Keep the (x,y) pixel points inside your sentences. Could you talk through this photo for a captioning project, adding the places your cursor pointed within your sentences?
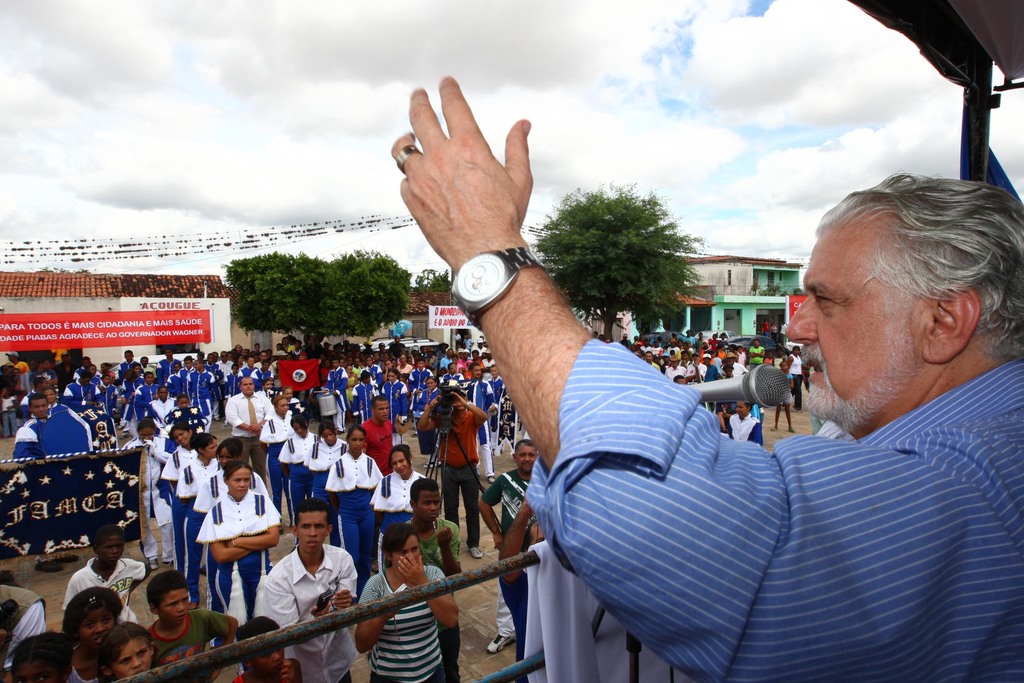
On the right side (839,534) there is a person (800,446) wearing watch (515,265) is speaking. In front of him there is a mic (747,376). Also there are rods (470,577). On that there is a white cloth (538,618). There are many people (280,450) standing. One person (471,433) is holding a camera (447,407) on a stand (448,430). In the back (7,278) there are many buildings (217,327), trees (614,316) and sky (396,94) with clouds (308,90).
